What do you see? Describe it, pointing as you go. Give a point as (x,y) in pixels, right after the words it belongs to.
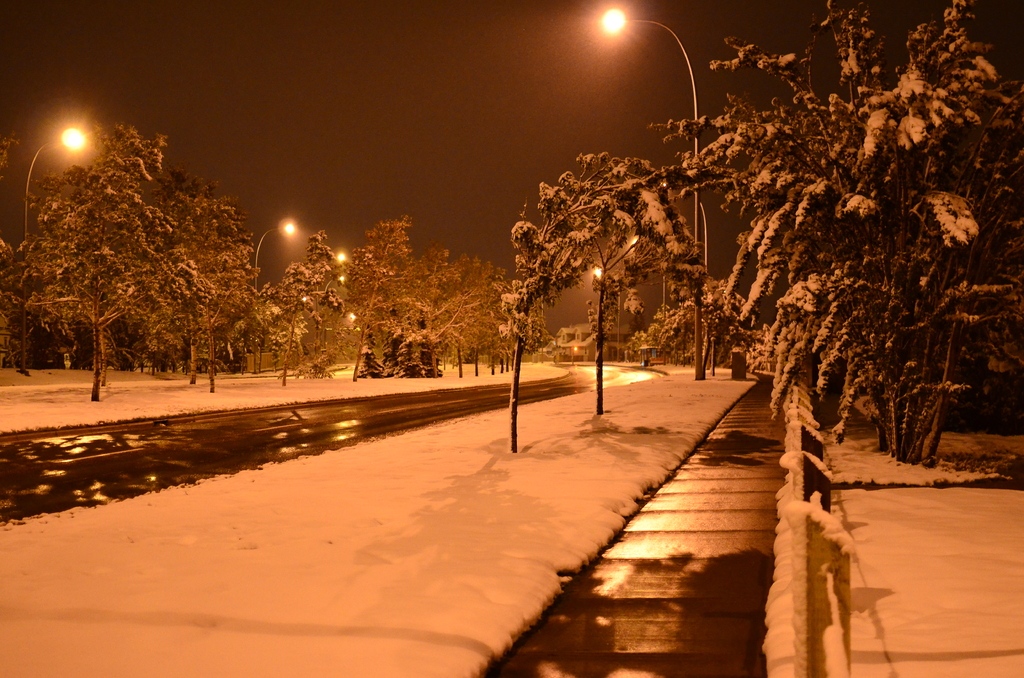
In this picture we can see snow (939,517), trees (649,335) and light poles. In the background of the image (566,321) we can see building (618,337) and sky (506,200).
